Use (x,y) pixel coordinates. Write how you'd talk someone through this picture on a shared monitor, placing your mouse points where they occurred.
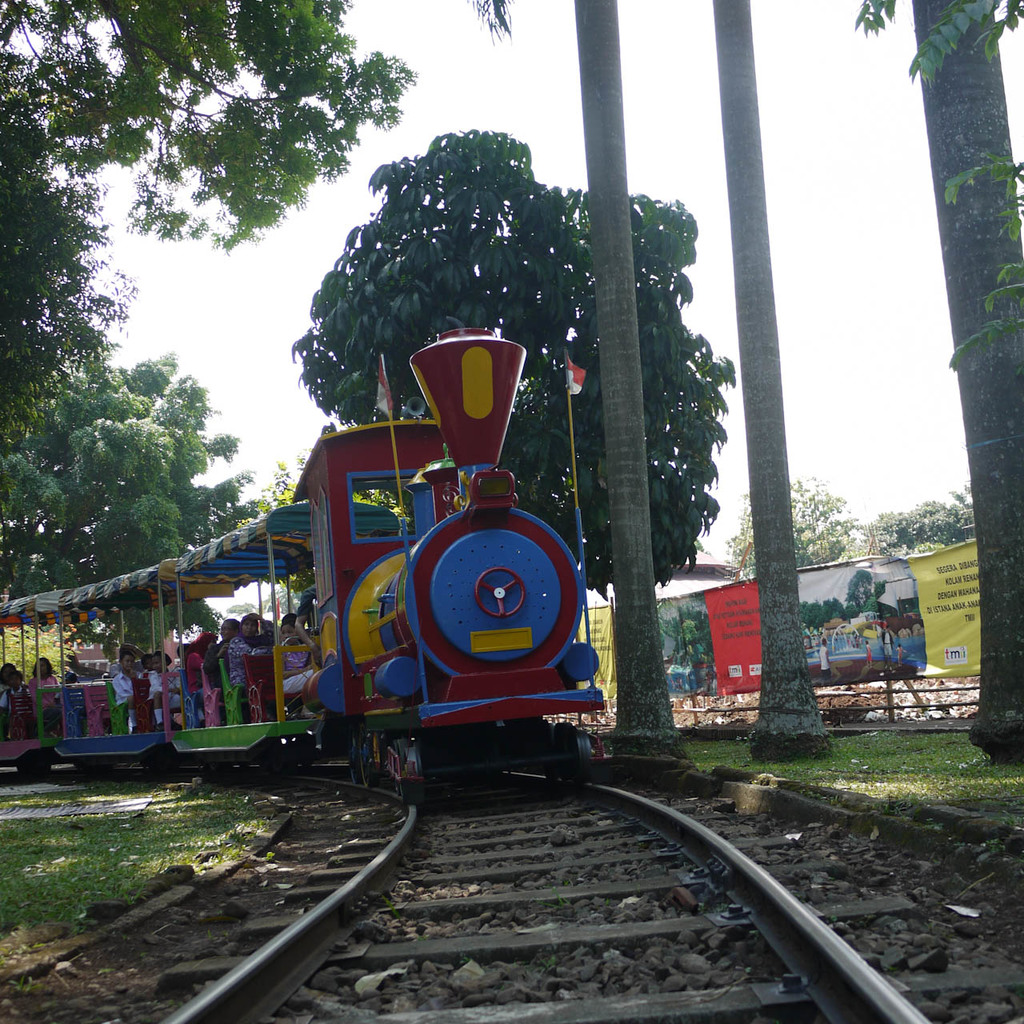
In this image we can see a train (377,619) in which few people (222,636) are sitting is moving on the railway track (628,954). Here we can see the grass (981,773), banners (950,635), trees (631,415) and the sky (249,594) in the background (553,287).
